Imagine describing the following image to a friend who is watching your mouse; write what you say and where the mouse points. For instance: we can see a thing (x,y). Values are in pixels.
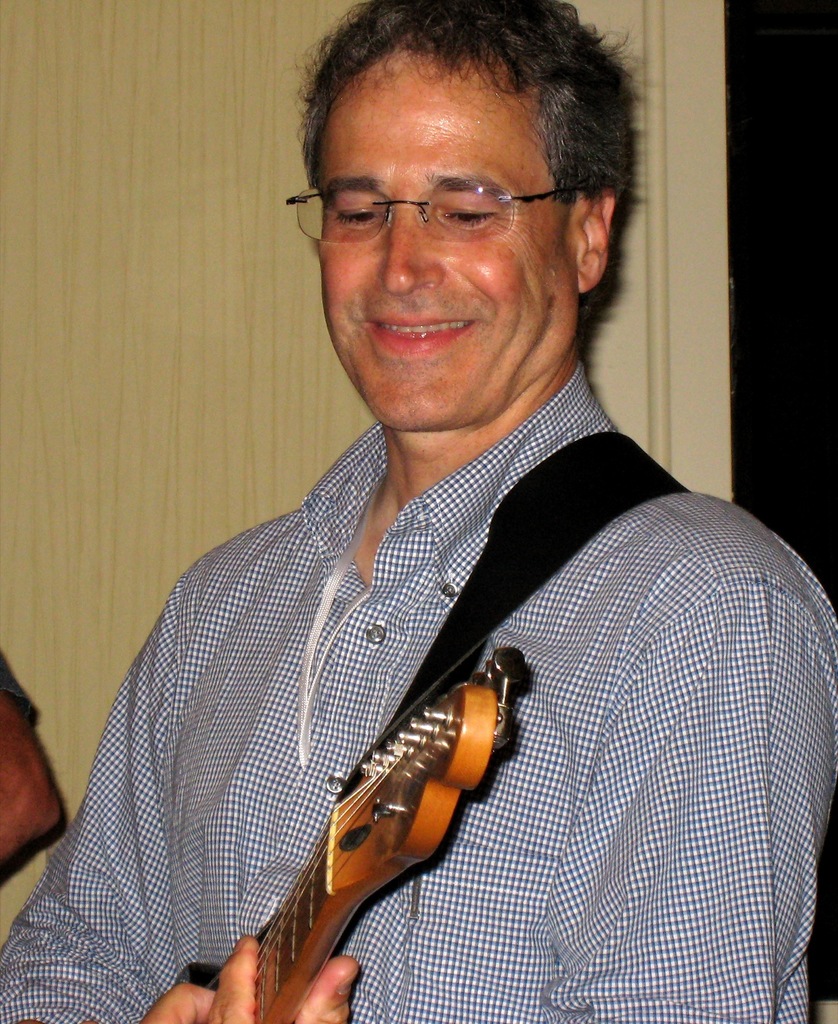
In this picture we can find a man (301,639) holding a guitar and smiling. In the background (159,518) we can find a wooden wall (152,507).
